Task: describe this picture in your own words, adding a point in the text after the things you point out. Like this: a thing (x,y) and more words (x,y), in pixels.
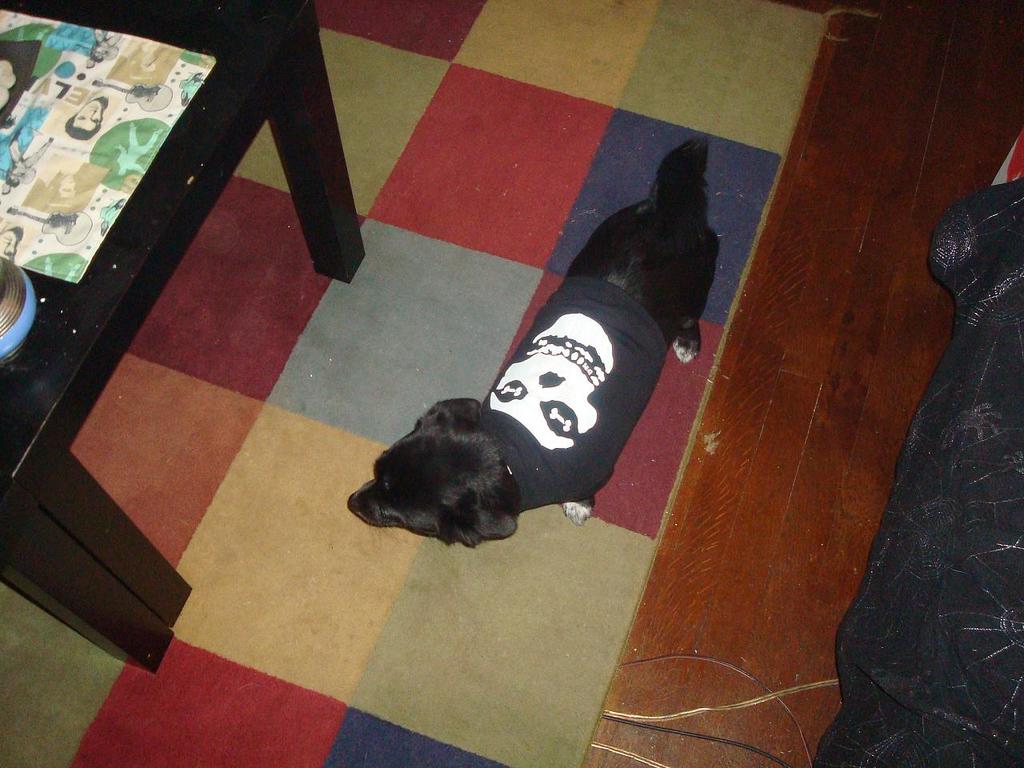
In this image we can see a dog (569,474) wearing t-shirt (586,431) and is on the floor (473,551). We can see table (102,258).
